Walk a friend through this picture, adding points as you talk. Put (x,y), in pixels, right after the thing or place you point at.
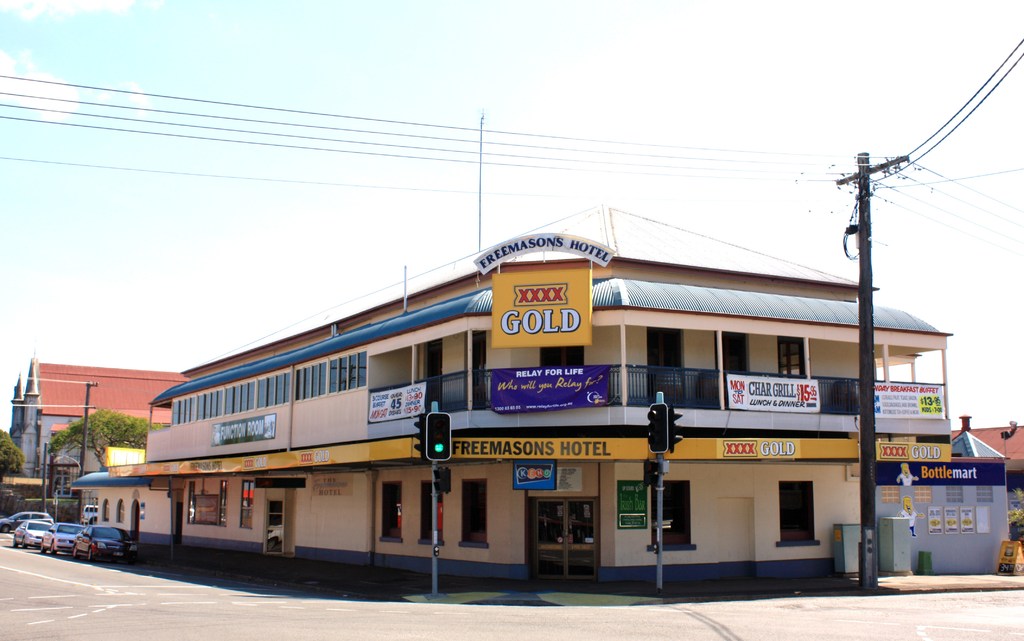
In this image I can see number of buildings (302,420), number of boards (812,443), few poles (660,518), signal lights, number of wires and on these boards (912,401) I can see something is written. On the left side of this image (27,533) I can see few trees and few vehicles (80,554). In the background (333,274) I can see clouds (111,4) and the sky (416,176).
